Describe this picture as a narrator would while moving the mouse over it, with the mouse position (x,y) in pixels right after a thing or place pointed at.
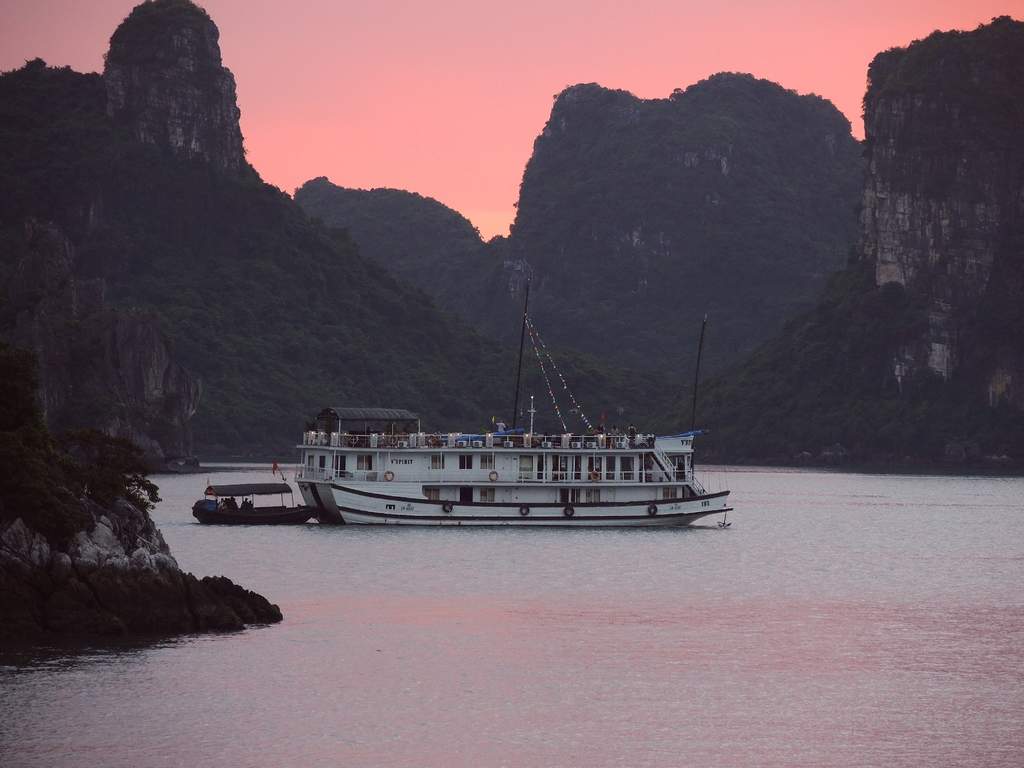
In this image I can see water (330,593) and in it I can see two boats (353,472). I can also see orange colour in background (449,86) and here on this boat (439,484) I can see something is written.
